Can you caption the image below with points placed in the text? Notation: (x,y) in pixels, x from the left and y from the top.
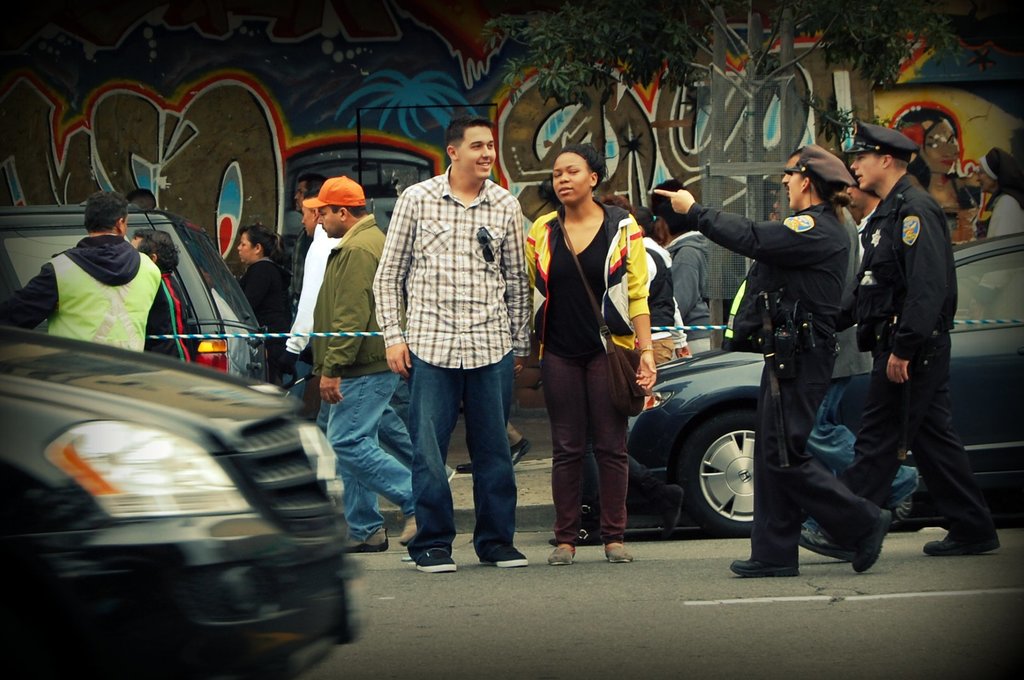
In this image we can see cars (117,556) moving on the road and these people (957,506) are walking on the road (814,565). Here we can see these people (795,322) in the uniform (786,546). In the background (194,113), we can see graffiti (947,137) on the wall (188,37), pole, fence (722,169) and the tree (671,48).
